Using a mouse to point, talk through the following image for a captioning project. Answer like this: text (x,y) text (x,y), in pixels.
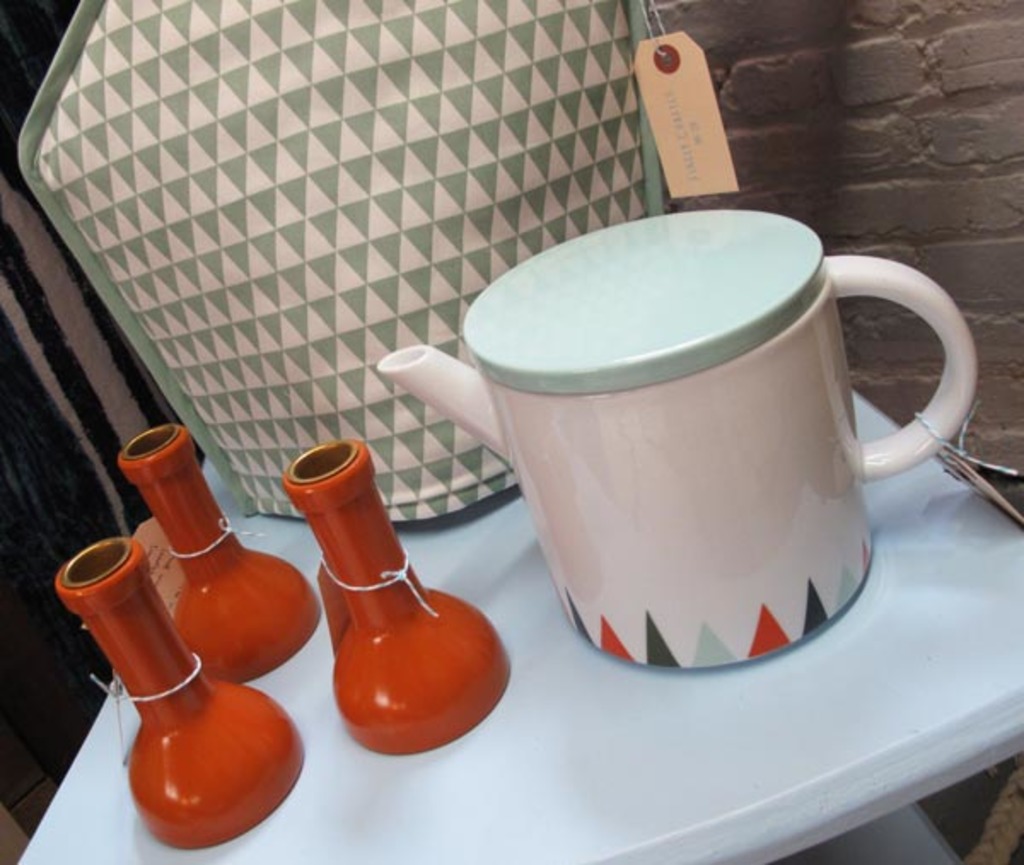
In this image we can see some objects (692,412) like which is in the shape of tea kettle, there are three similar objects (216,596) which are on the chair (566,784) which is of blue color and the objects (180,658) are of red color and in the background of the image (833,123) there is brick wall (833,123).
